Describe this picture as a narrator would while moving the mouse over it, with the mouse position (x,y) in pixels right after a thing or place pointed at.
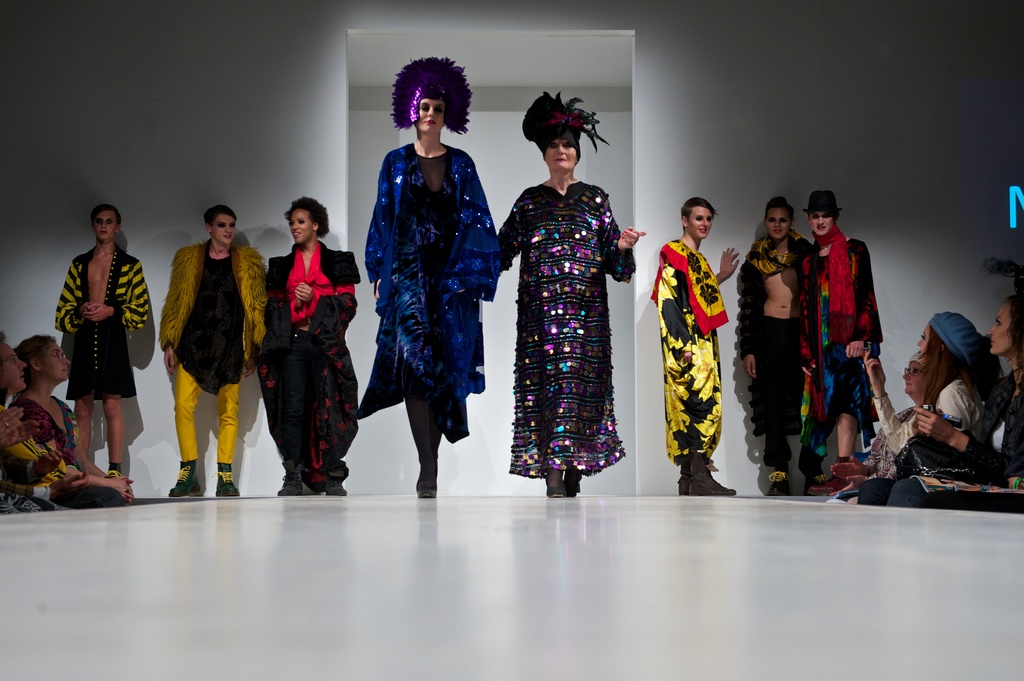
In this image I can see few people (576,298) standing and wearing different costume (556,269). They are in different color. I can see white color floor (528,564) and white color wall (860,131).
